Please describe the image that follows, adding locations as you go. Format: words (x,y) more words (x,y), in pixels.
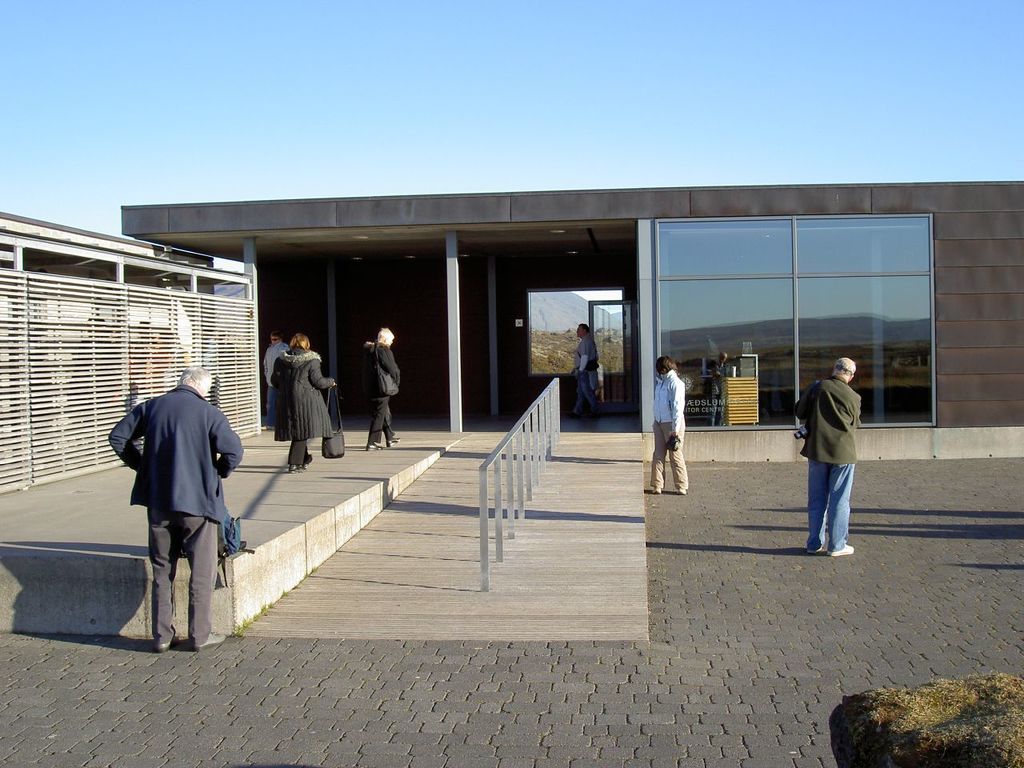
In this image we can see there are some people (657,458) standing and walking in front of the building (786,303). On the right bottom of the image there is a rock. In the background of the image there is a sky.
